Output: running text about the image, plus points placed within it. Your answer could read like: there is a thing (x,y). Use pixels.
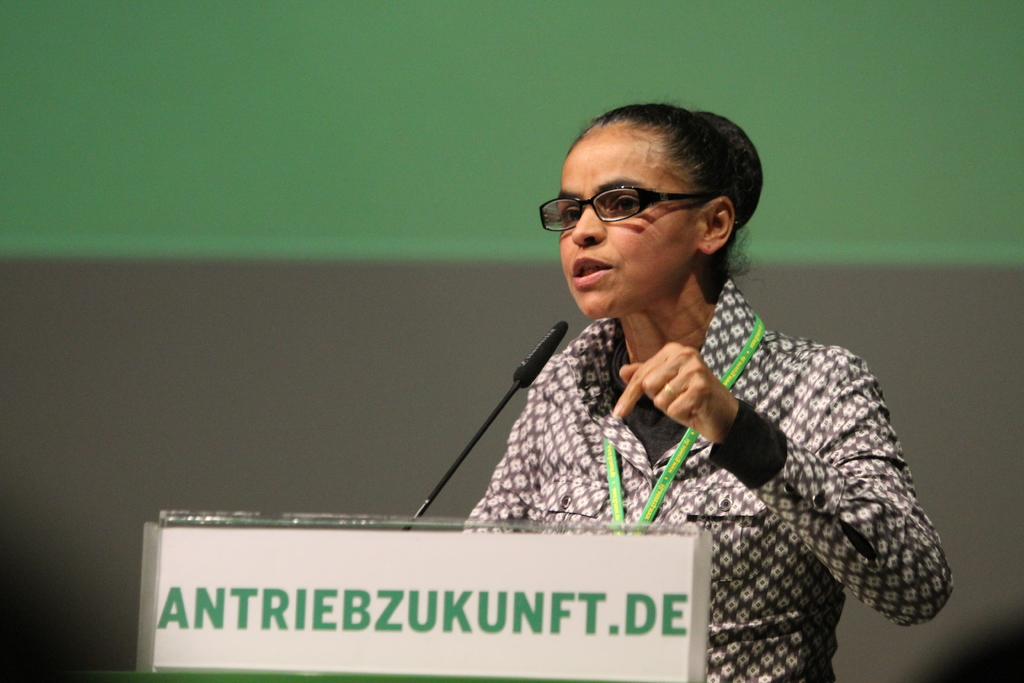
On the right side (816,548), there is a woman (831,447) wearing a spectacle (617,199), standing and speaking in front of a microphone (530,368), which is attached to a stand (386,518). This stand (244,522) is having a name board (393,561) attached to it. And the background (257,307) is blurred.
